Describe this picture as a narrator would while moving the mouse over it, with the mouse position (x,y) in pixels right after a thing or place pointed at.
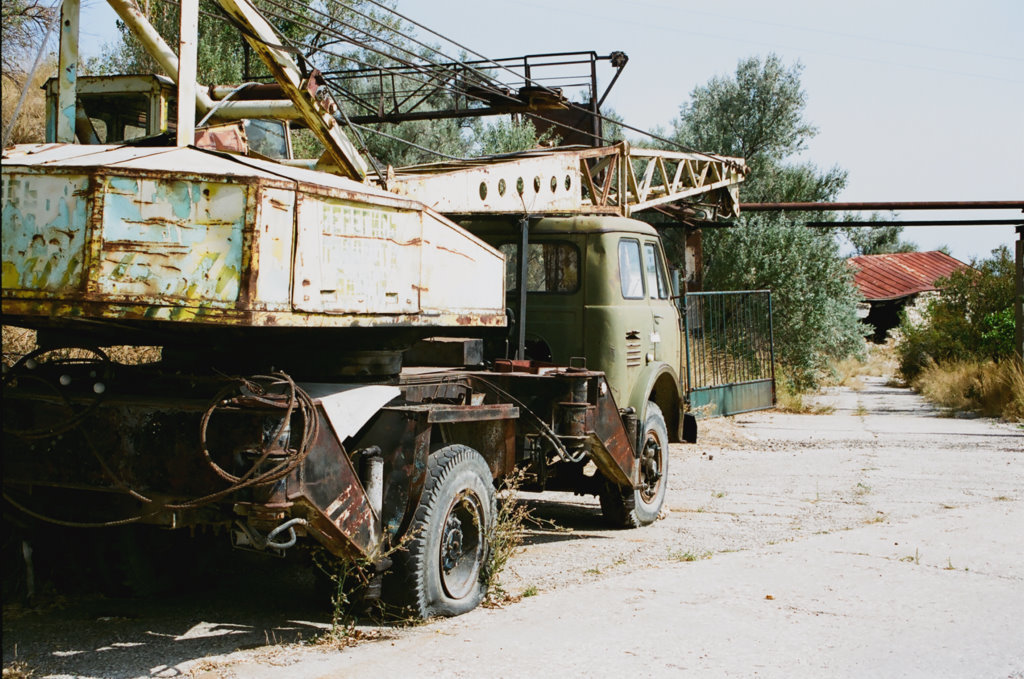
In the image there is a vehicle (214,278) that is scraped and in front of the vehicle (639,251) there is a gate (687,341) and there are a lot of trees (944,319) and plants (796,286) around that area (722,174).
